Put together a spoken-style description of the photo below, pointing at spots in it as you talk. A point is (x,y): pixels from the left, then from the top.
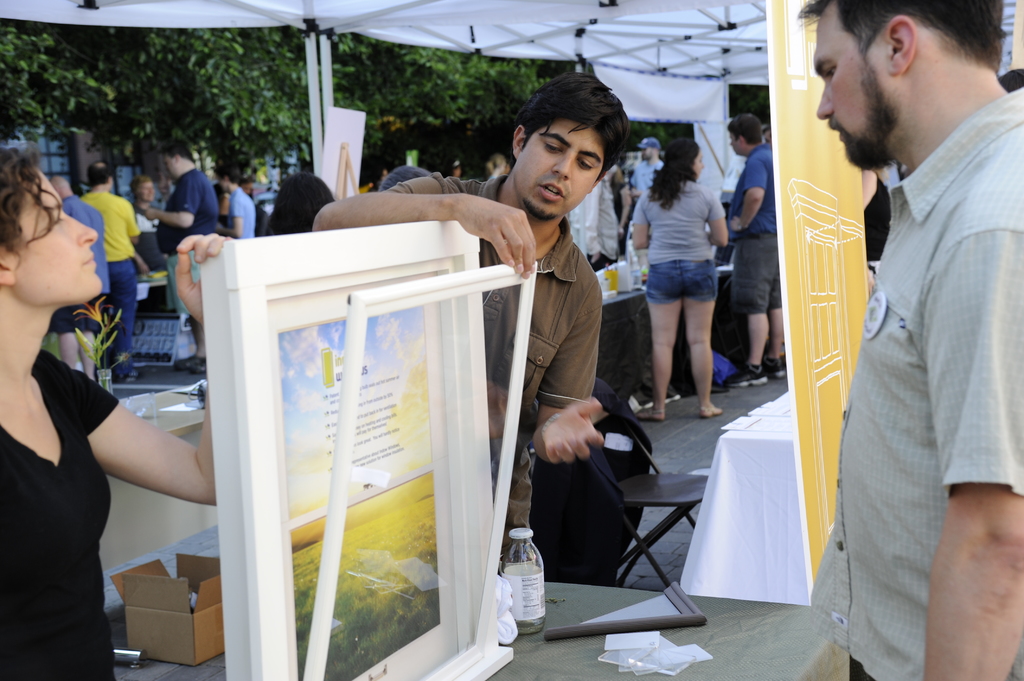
In this image we can see people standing on the floor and a table (725,621) is placed in front of them. On the table (549,611) we can see a man (519,272) holding a photo frame (389,509), a bottle (519,547) and pieces of glass (646,637). In the background (677,325) there are stalls (714,331), persons (688,225) standing on the floor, trees (162,125) and grills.
